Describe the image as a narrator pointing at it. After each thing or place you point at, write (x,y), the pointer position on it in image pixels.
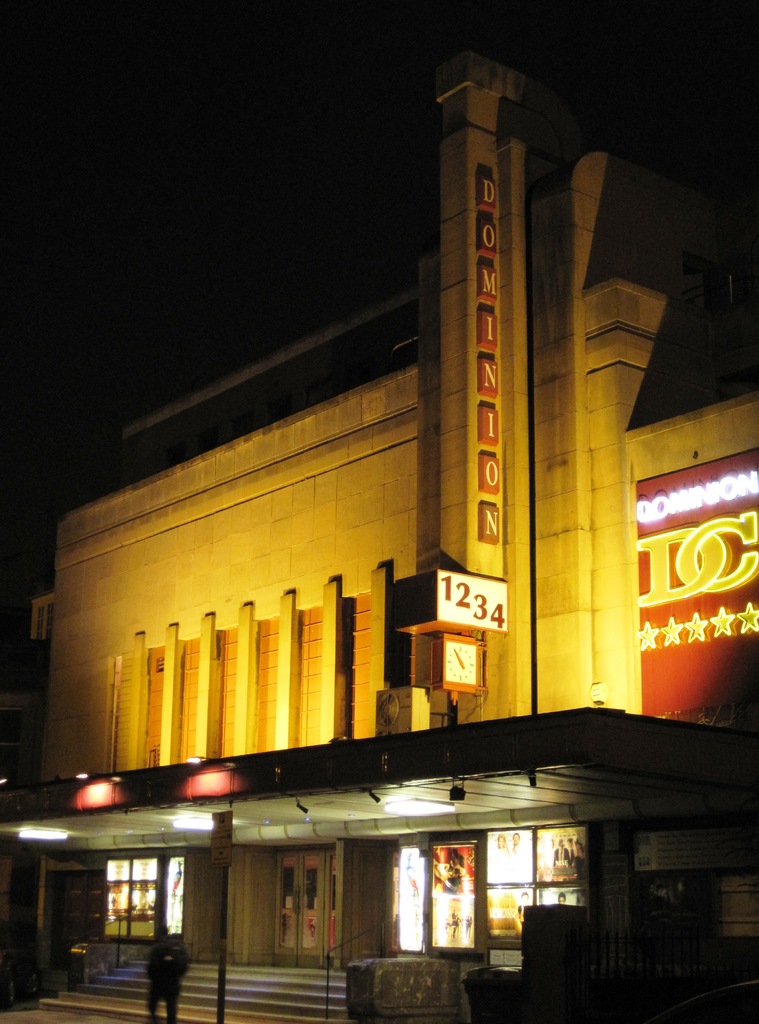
In this image I can see a person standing on the ground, few stairs (239,992), few lights (300,809) and a building (395,617). I can see few boards (652,587) to the building (356,868) and the dark sky (370,278) in the background (300,166).
